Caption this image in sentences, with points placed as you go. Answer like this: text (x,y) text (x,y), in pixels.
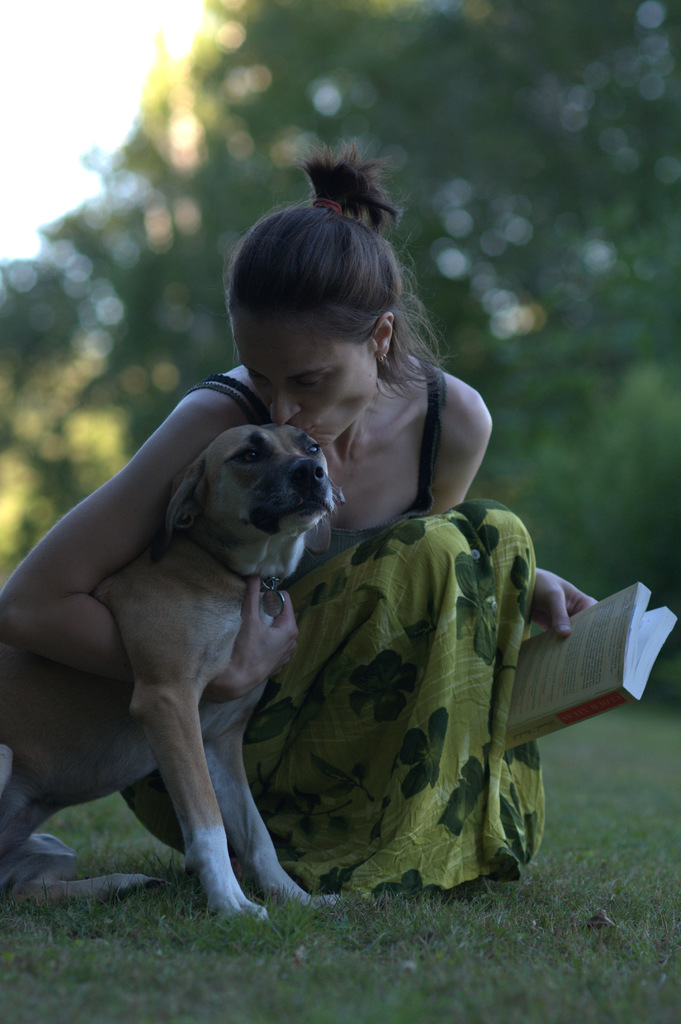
In this image, we can see women (416,489) is holding a book (558,682) and there is a dog (194,633) beside her. At the bottom (372,958), we can see grass (366,946) and background (572,105) there are so many trees (422,153).
